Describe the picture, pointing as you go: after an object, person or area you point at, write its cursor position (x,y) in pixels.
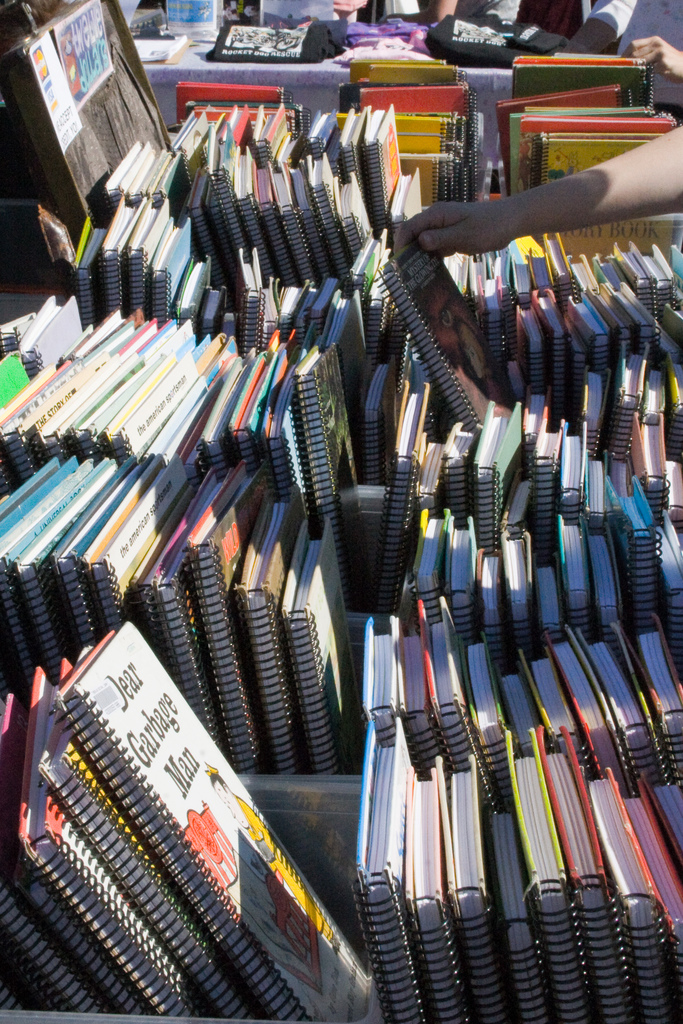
In this picture we can see a group of books (155,716), posters (41,80) and some people (676,63) holding books (572,72) with their hands (682,70) and in the background (267,72) we can see some objects (512,38).
